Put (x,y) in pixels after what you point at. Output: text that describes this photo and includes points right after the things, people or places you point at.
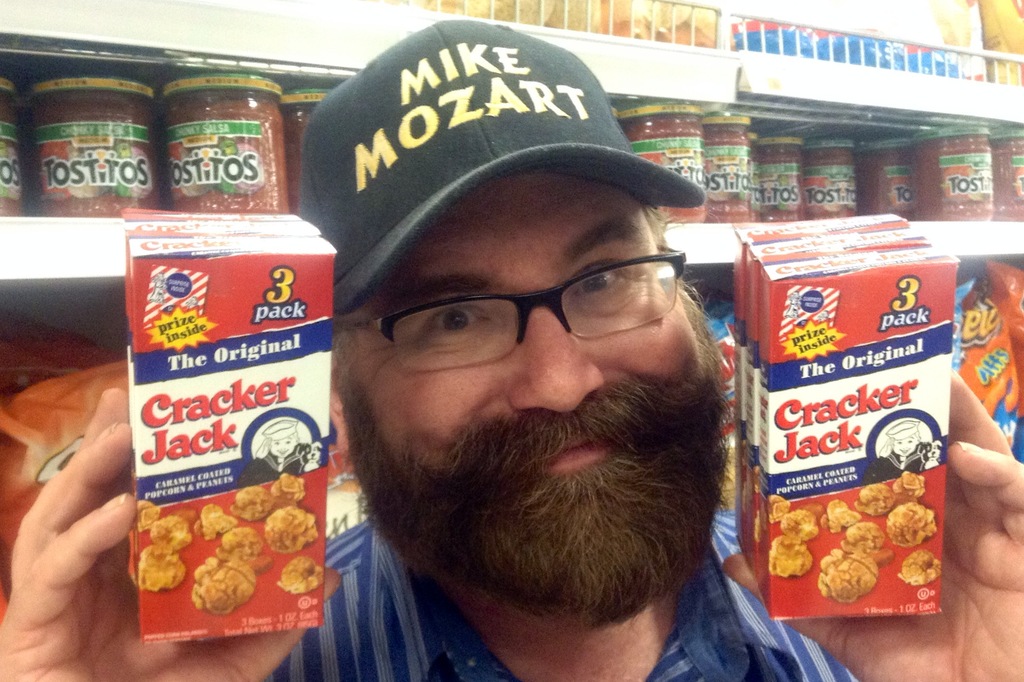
In this image we can see a person (613,491) and he is holding few objects (840,494) in his hand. A man (715,490) is wearing a cap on his head (560,489). There are many products (724,127) placed in the racks (837,79).
